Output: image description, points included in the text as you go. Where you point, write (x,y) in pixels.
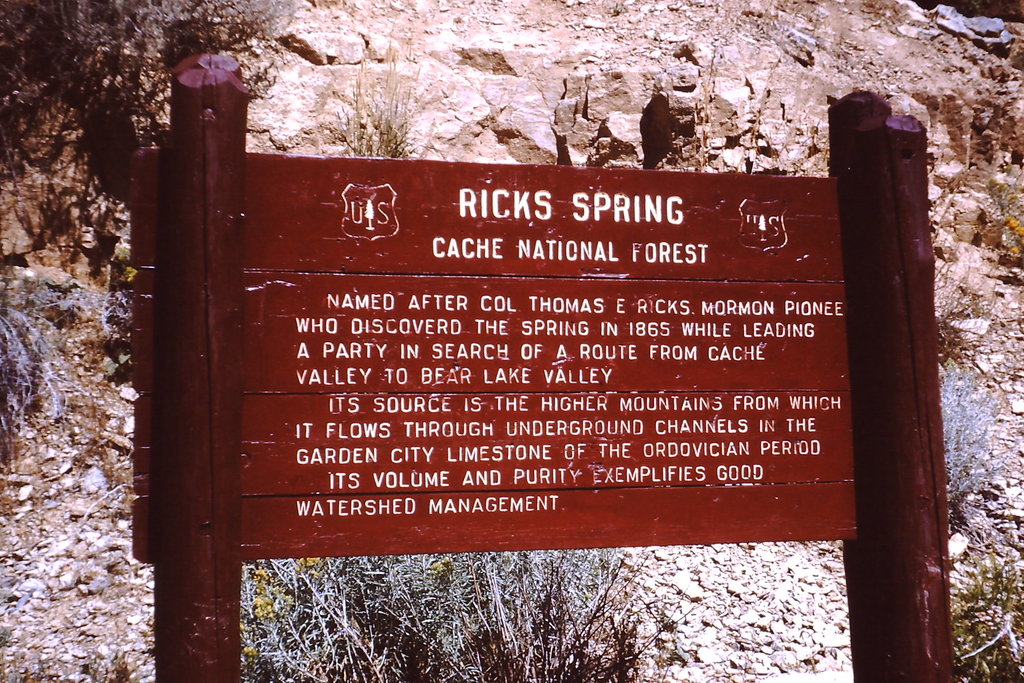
In this image there is a red colour wooden board (387,279) on which there is some script (559,330). In the background (554,100) there is a rock (560,93). At the bottom (557,592) there are stones (804,632) and small plants (443,625).
